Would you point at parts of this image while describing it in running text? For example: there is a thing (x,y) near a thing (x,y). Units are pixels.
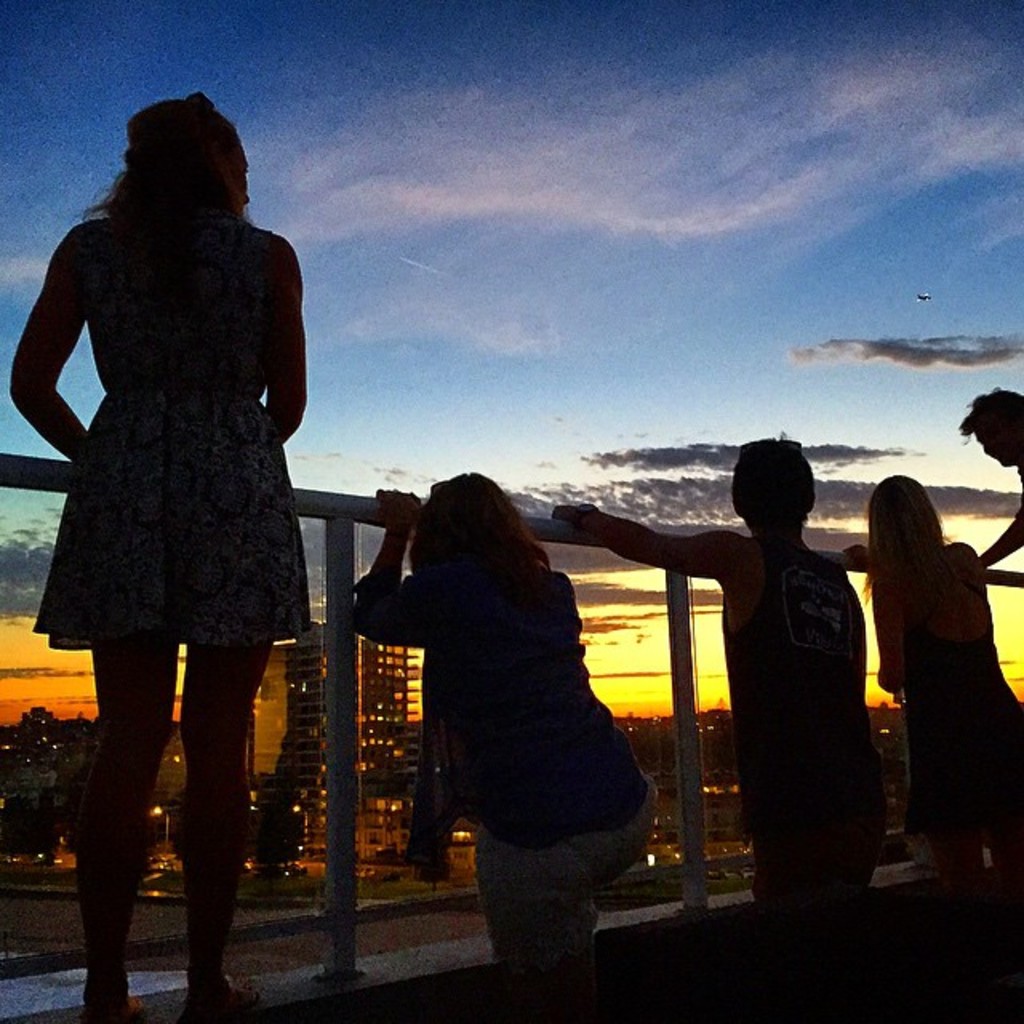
In this image I can see there are few persons (903,654) visible in front of the fence (268,661), through fence (696,651) I can see buildings (86,721) and lights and trees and at the top (719,264) I can see sky (719,264) and this picture is taken during night.
